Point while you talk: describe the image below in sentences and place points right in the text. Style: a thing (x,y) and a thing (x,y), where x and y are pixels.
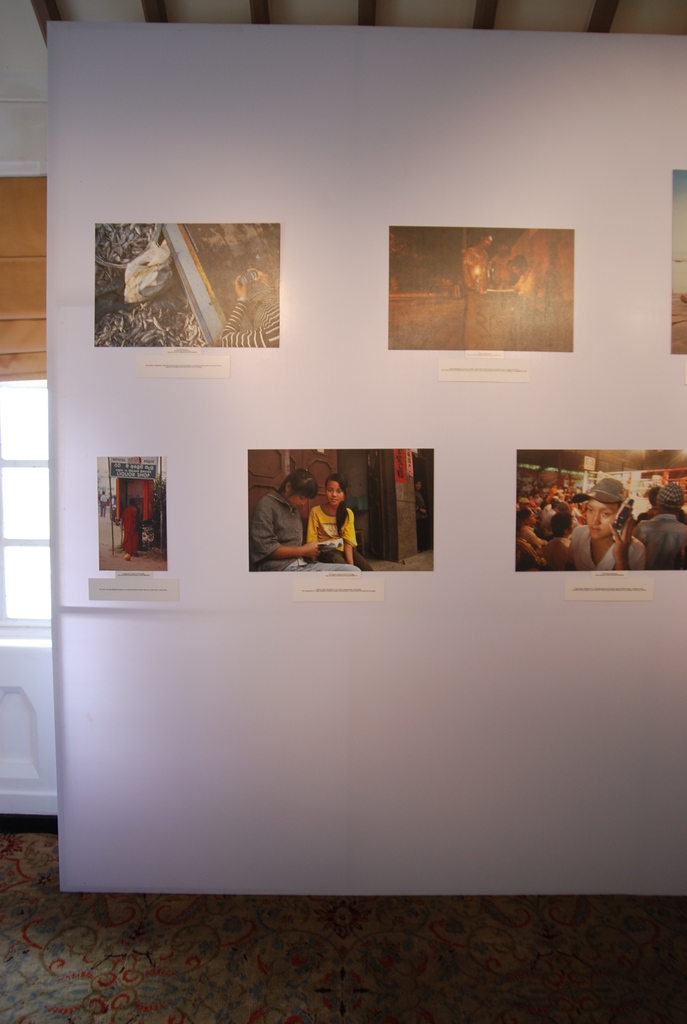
This picture is clicked inside the room (435,825). In this picture, we see a white color board (561,641) on which many posters (590,530) are pasted. Behind that, we see a white wall (29,664) and a window (24,570). At the top of the picture (214,17), we see the ceiling (49,14) of the room (310,115).
